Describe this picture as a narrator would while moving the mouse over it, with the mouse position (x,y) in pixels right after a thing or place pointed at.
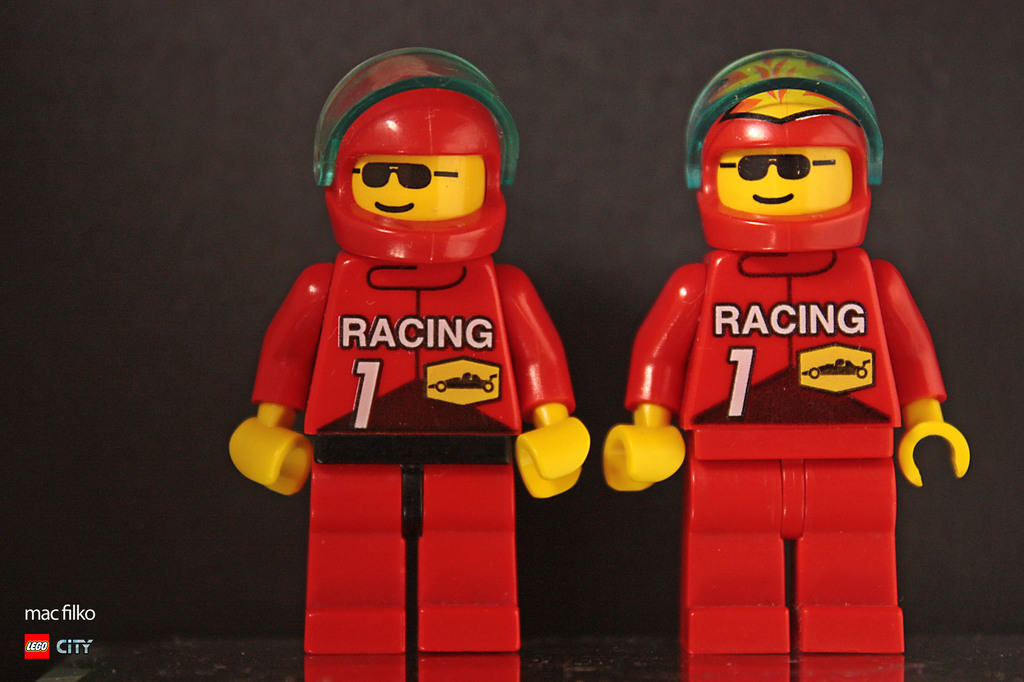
In this image we can see toys (484,319).
